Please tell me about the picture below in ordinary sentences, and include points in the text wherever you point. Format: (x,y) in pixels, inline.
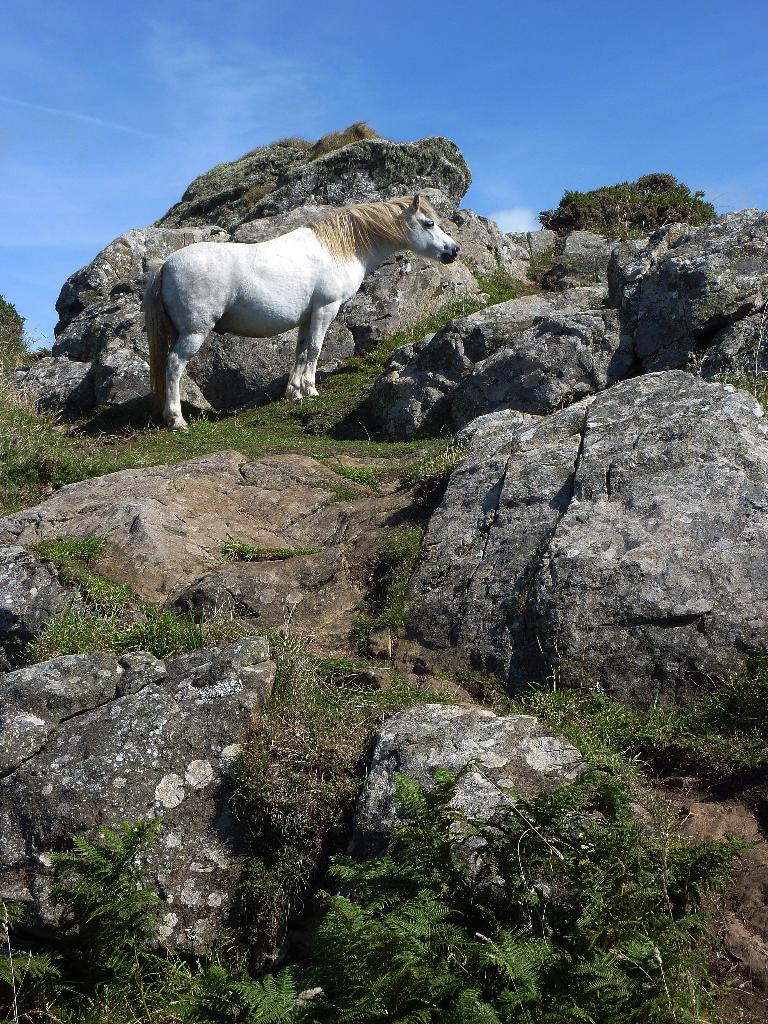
This image is taken outdoors. At the top of the image (139,176) there is a sky (541,113) with clouds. In the middle of the image (360,565) there is a ground (475,684) with grass (56,428) on it and there are many rocks (191,710) on the ground (107,423). There are a few trees (589,194) and plants (254,968) on the ground (250,438). There is a horse (179,383) standing on the ground (298,428).
